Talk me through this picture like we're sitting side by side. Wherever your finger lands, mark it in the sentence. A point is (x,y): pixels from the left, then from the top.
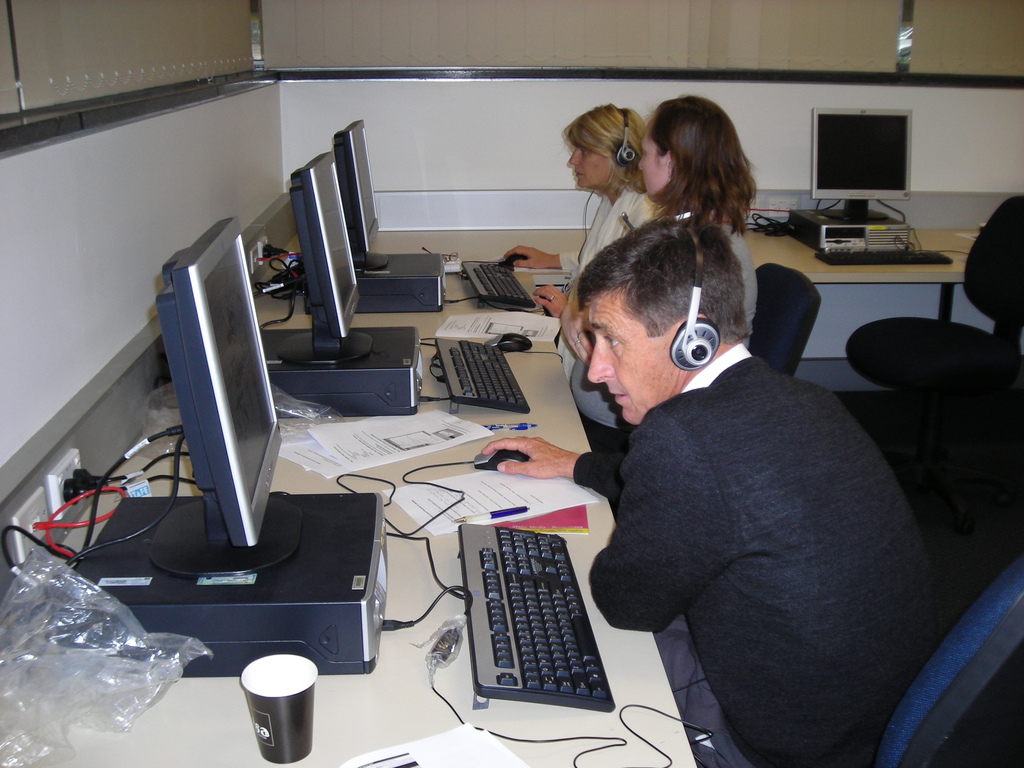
In this picture we can see persons (702,392) sitting on chairs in front of a table (348,703), wearing headsets (688,356) and on the table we can see cpu (338,538), monitor (195,307), keyboard (541,629), mouse (495,453), glass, cover (168,658), papers (535,484), pen (501,515).
